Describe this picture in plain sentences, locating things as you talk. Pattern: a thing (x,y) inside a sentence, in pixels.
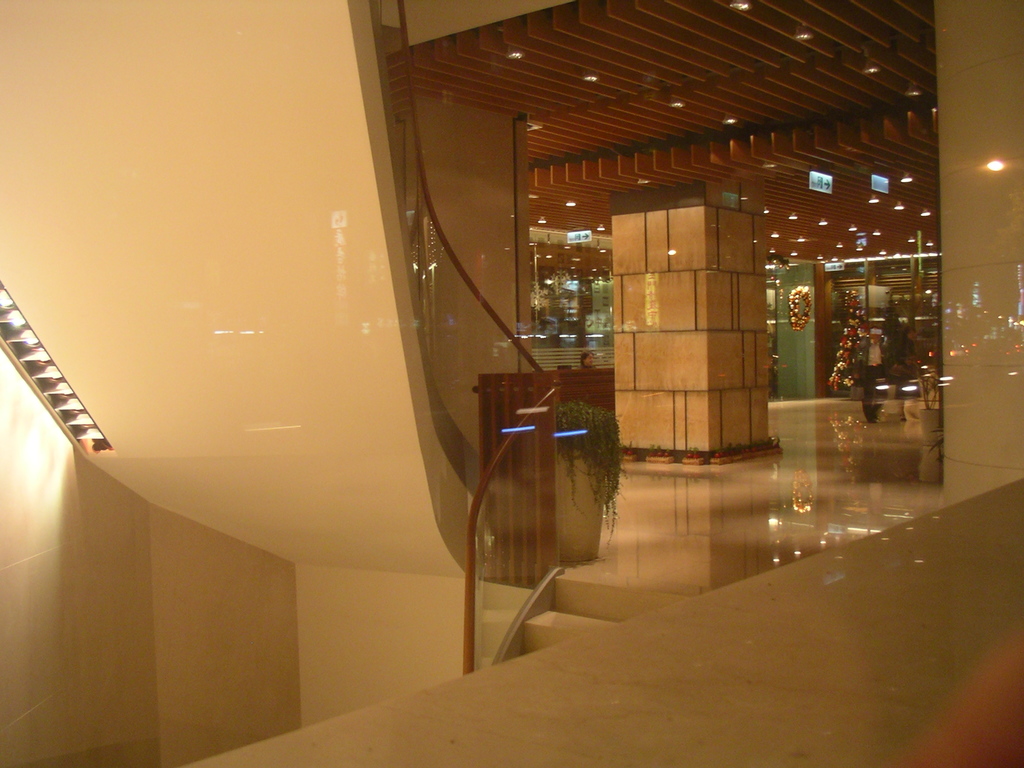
In this image I can see the inner part (575,268) of the building (579,347) and I can see few pillars (646,287), lights (922,216), few decorative items (833,365) and I can also see few glass doors (591,307). In front (506,625) I can see few stairs (532,638) and the glass railing (511,518).
